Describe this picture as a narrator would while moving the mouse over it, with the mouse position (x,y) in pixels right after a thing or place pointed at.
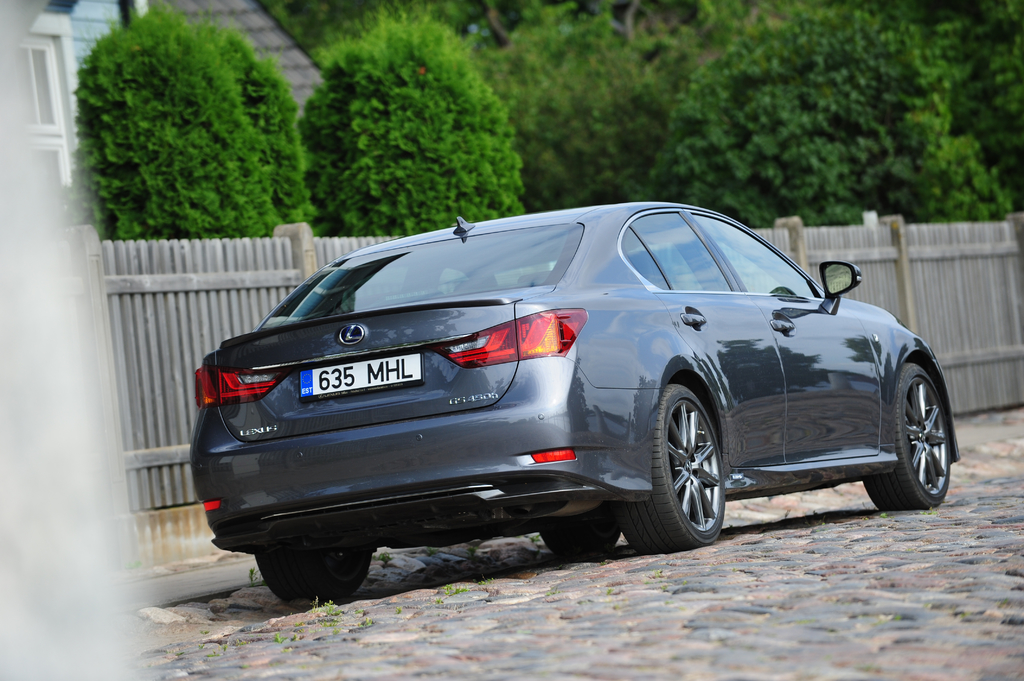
In this image we can see a car (609,373) with number plate (380,371) is parked on the ground (764,523). In the background (930,264), we can see a fence (246,326), a group of trees (344,165) and a building (278,48) with windows (34,98) and roof (291,51).
